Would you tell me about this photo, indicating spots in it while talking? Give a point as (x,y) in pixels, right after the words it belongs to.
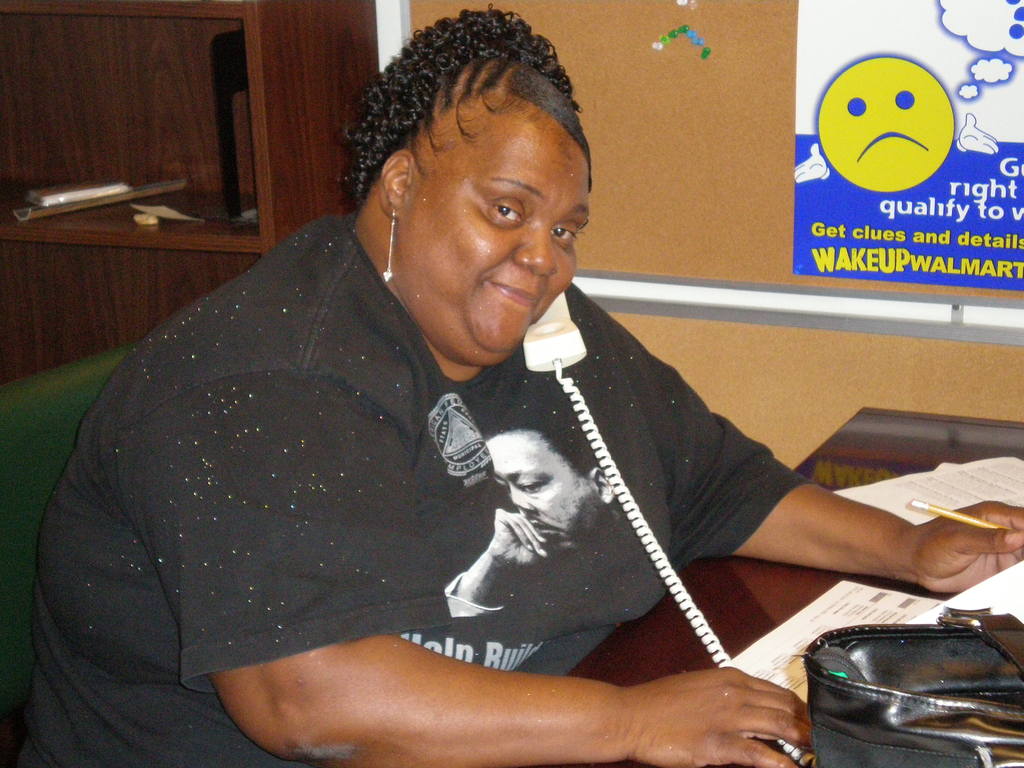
In this picture there is a woman (185,639) sitting on a chair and holding a handset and pencil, in front of her we can see papers (873,615) and bag (956,713) on the table (905,590). In the background of the image (783,211) we can see a poster (823,134) on the wall (597,79) and objects (58,198) in wooden rack (81,211).
